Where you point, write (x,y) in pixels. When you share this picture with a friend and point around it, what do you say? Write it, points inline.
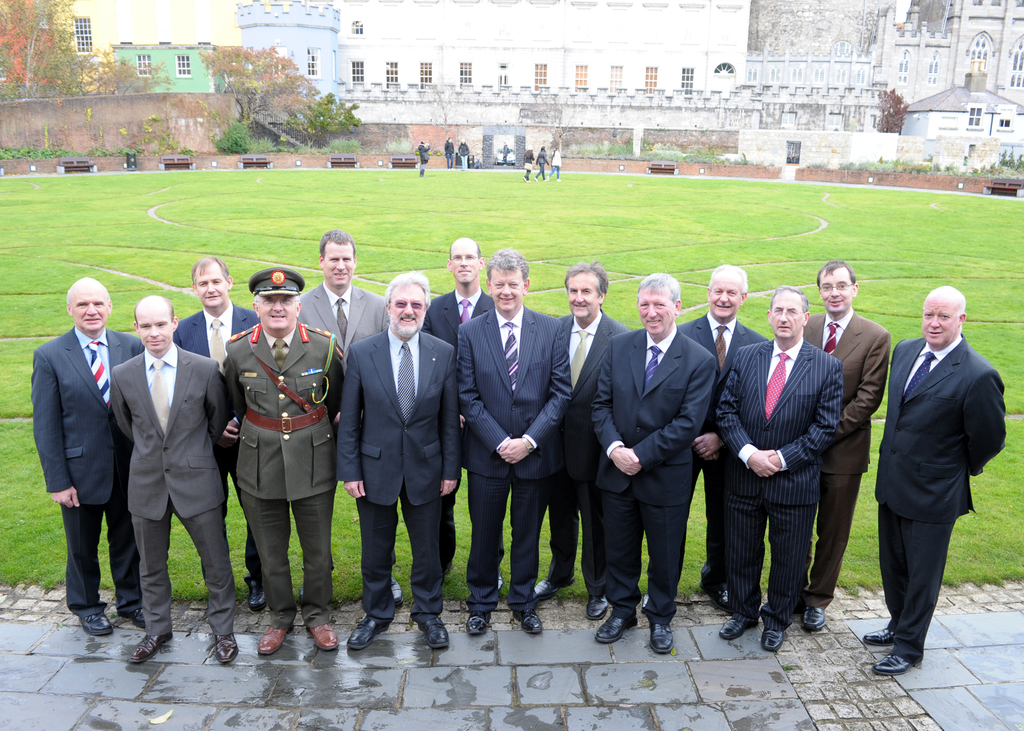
Front these group of people (606,426) are standing and wore suits (494,356). Land (814,267) is covered with grass (634,247). Far there are people (544,177), building (431,15) with windows (539,67), plants (606,143) and trees (55,68).
